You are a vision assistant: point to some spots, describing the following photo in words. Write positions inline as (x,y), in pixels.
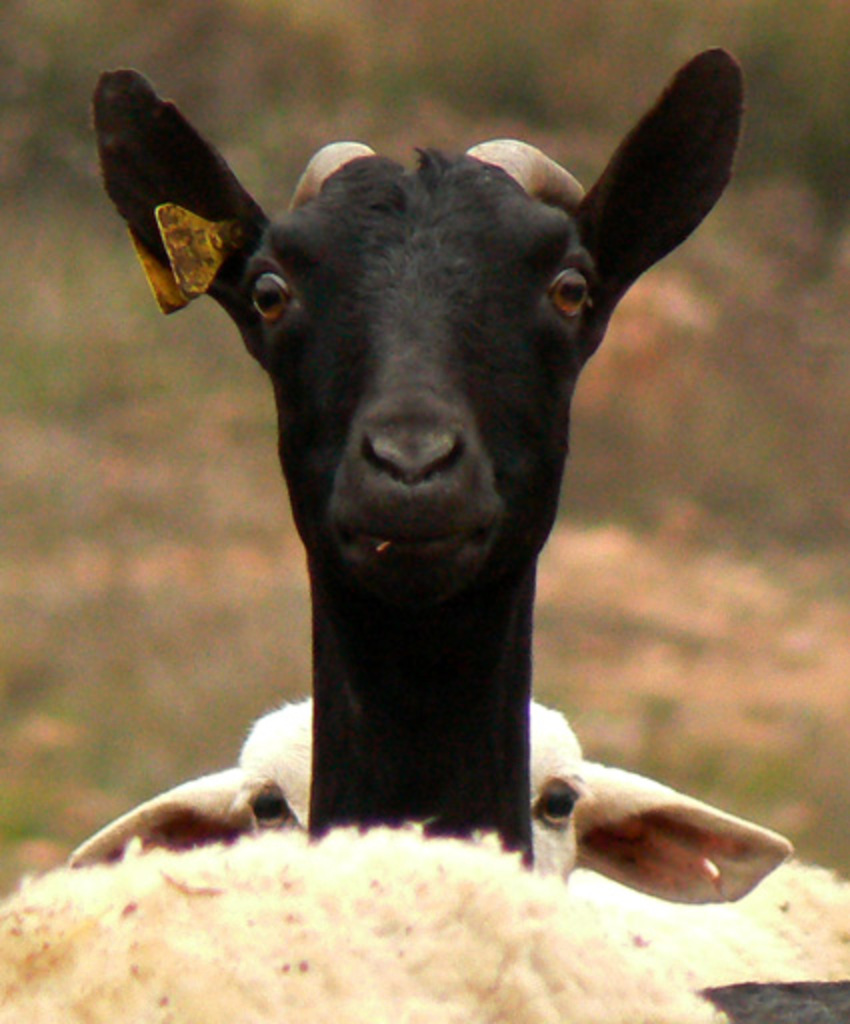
In this image there are animals (497,845), in the background (667,617) it is blurred.
